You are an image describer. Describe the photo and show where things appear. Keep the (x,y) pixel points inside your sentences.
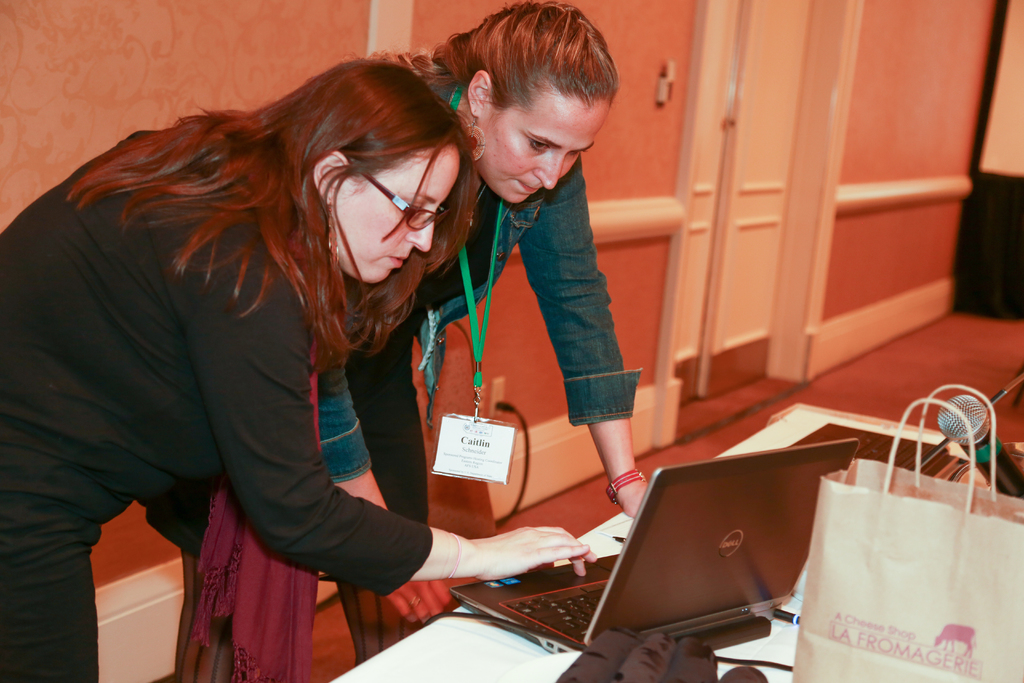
This is the picture of a room (853,264). In this image there are two persons (483,345) standing and looking into the laptop (664,494). There are laptops (657,542) and there is a microphone (962,403), bag (993,548) on the table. At the back (725,340) there is a door (780,81) and there is a switch board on the wall (520,372).
